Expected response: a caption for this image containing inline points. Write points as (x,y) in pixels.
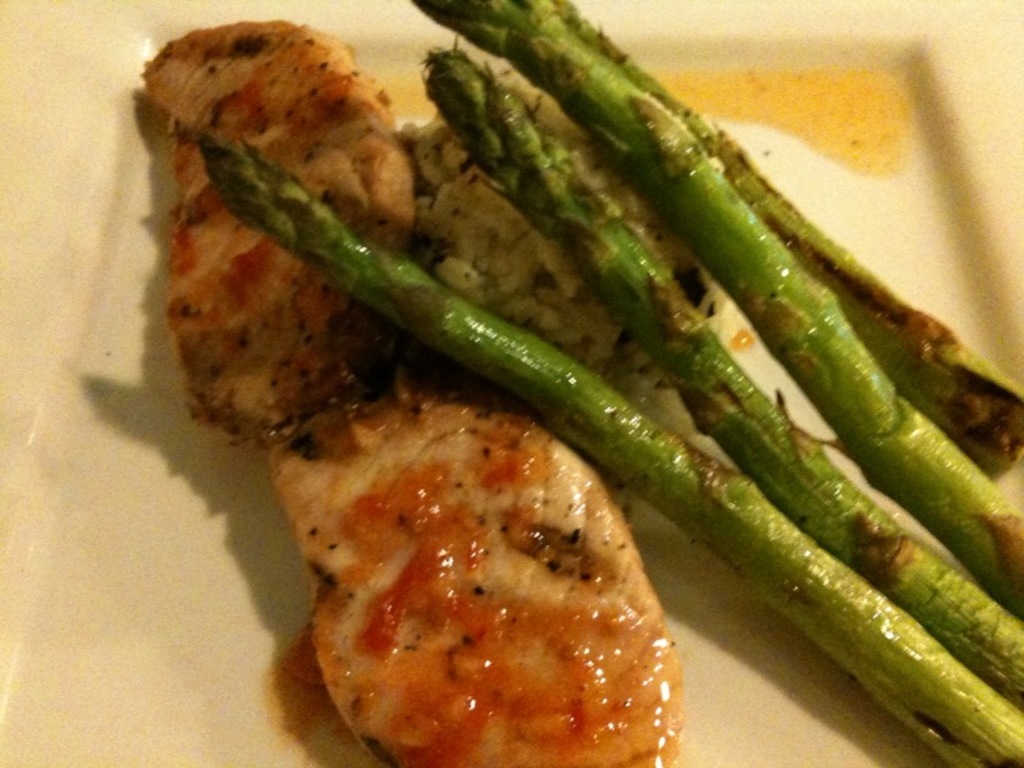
In this image we can see a food items (469,315) placed on a plate (142,62).
